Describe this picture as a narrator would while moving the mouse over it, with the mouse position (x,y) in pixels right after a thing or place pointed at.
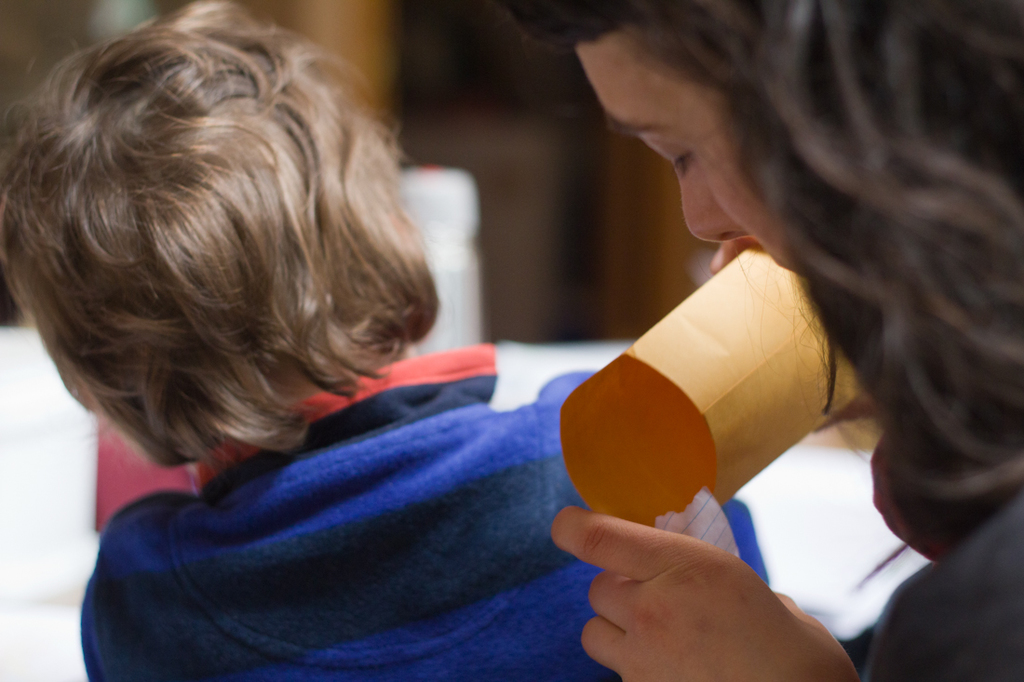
In this picture we can see a woman (902,286) and a kid (456,377) in the front (446,368), this woman (933,280) is holding a paper (691,393), there is a blurry background (550,162).
